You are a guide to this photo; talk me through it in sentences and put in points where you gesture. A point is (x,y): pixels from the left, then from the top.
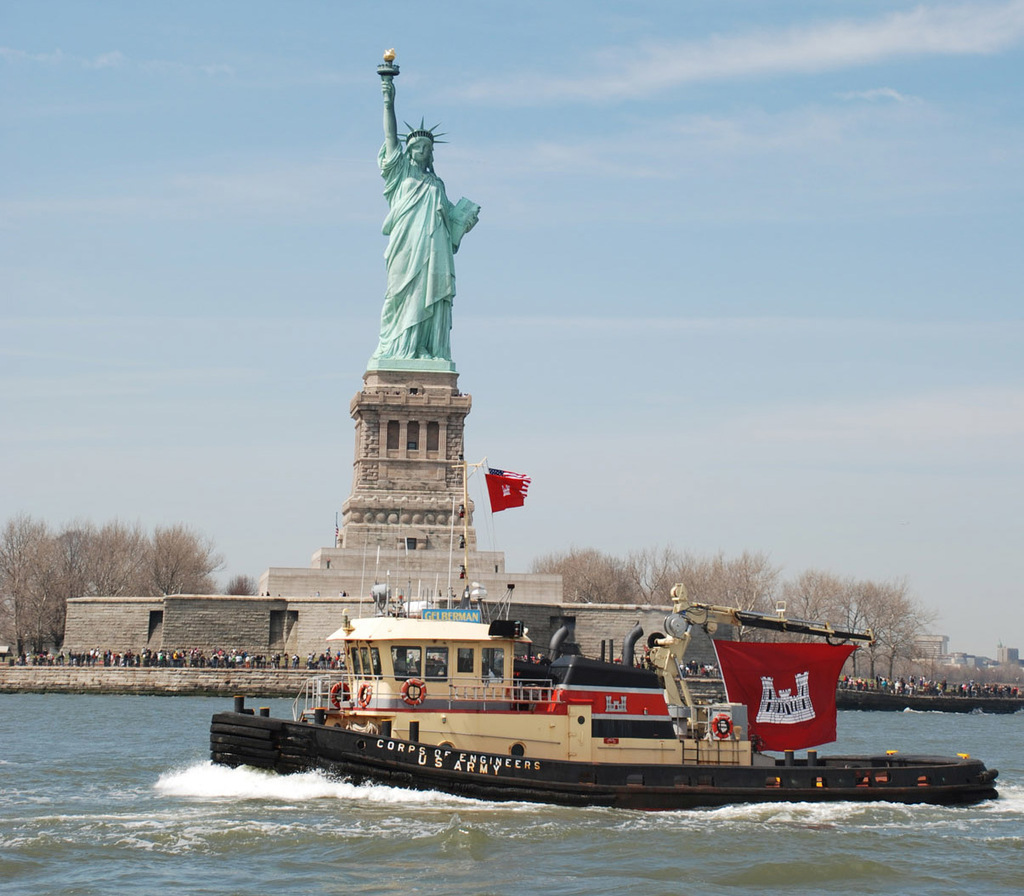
In the picture there is a statue of liberty (447,542) and in front of the statue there is a huge crowd (226,660), in front of them a ship (471,728) is sailing on the water (186,752) and in the background (665,598) there are few dry trees (656,583).
